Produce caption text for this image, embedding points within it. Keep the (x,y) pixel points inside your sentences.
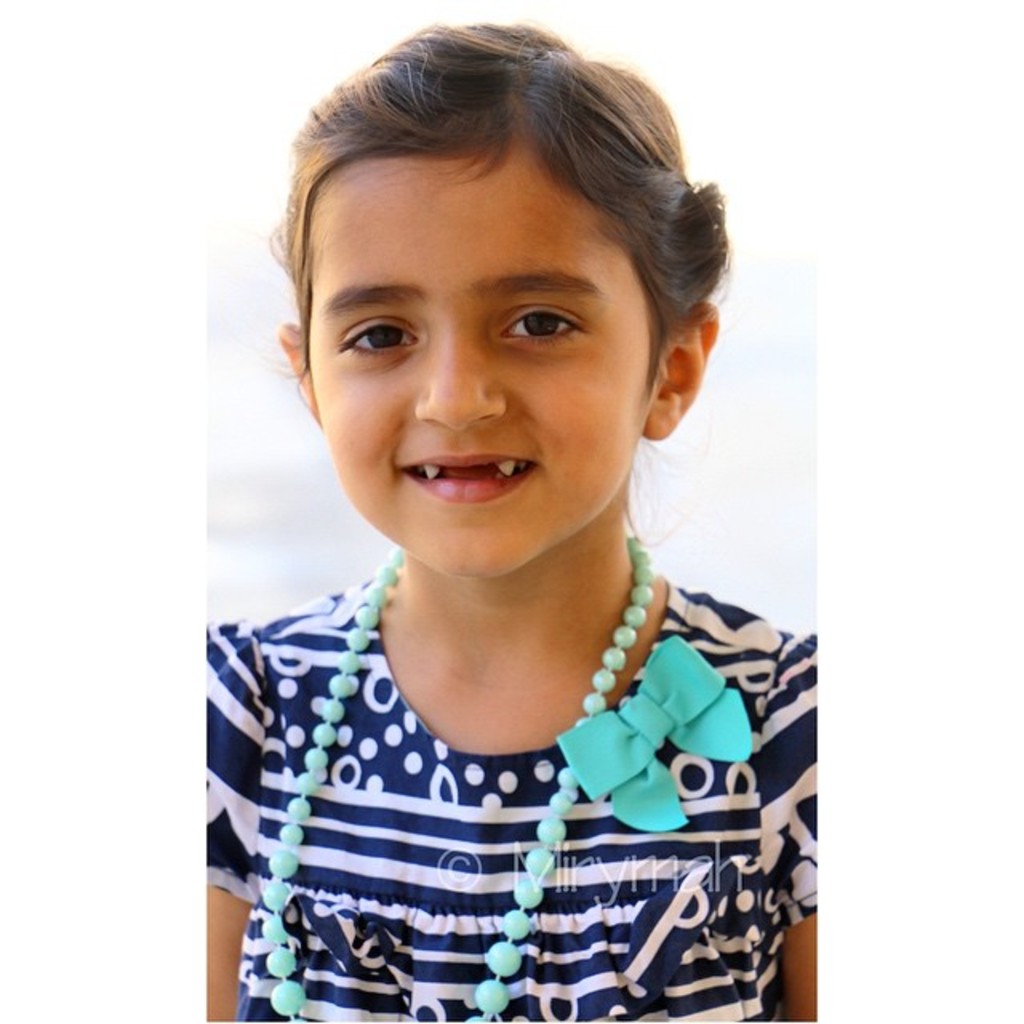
In this picture there is a small girl (418,822) wearing blue color top (402,781) smiling and giving a pose into the camera. Behind there is a white background (662,518).
